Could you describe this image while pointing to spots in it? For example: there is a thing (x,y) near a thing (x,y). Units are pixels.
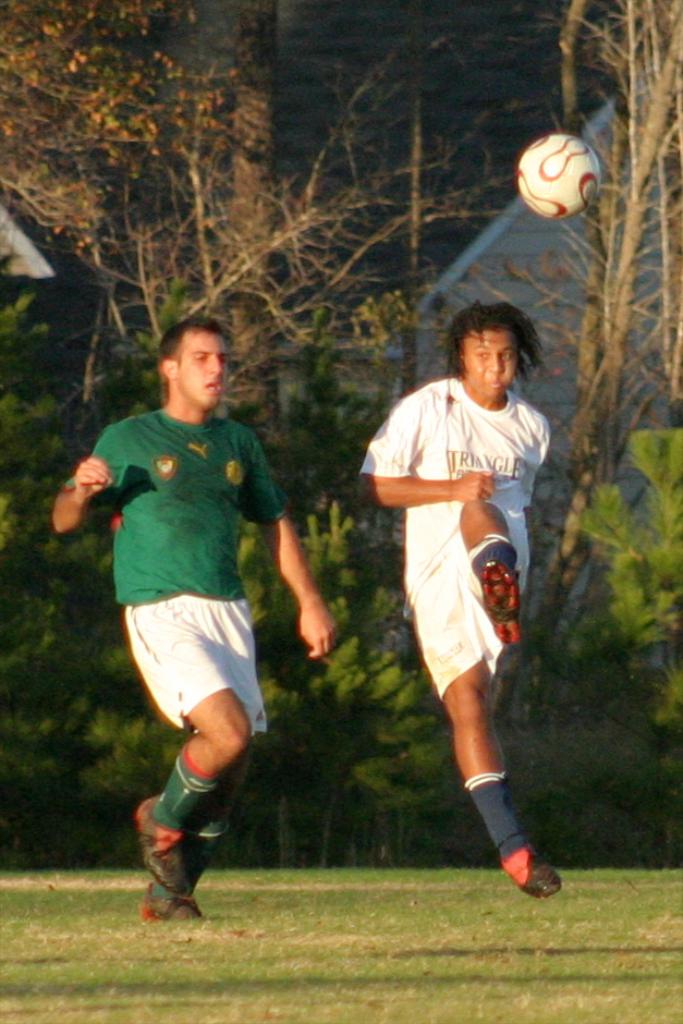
This picture shows couple of men (484,574) there are trees (228,397) and grass (378,880) on the ground (309,937) and we see couple of houses (380,212).
